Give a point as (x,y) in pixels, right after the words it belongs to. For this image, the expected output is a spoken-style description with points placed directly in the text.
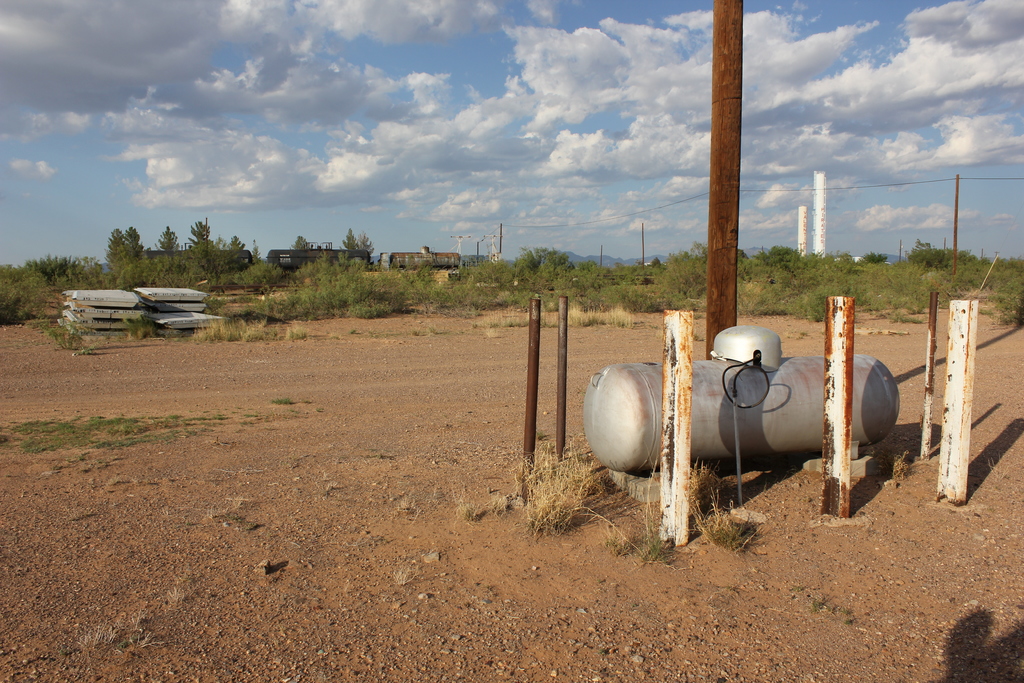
There is an open land (489,352) and there are plenty of trees (520,287) and plants (196,281) around the land (591,327). In between there is a pole (717,205) and beside the pole (728,314) there is a tank like machine (743,391) and there are small iron rods (950,415) are kept around that machine (741,377).
